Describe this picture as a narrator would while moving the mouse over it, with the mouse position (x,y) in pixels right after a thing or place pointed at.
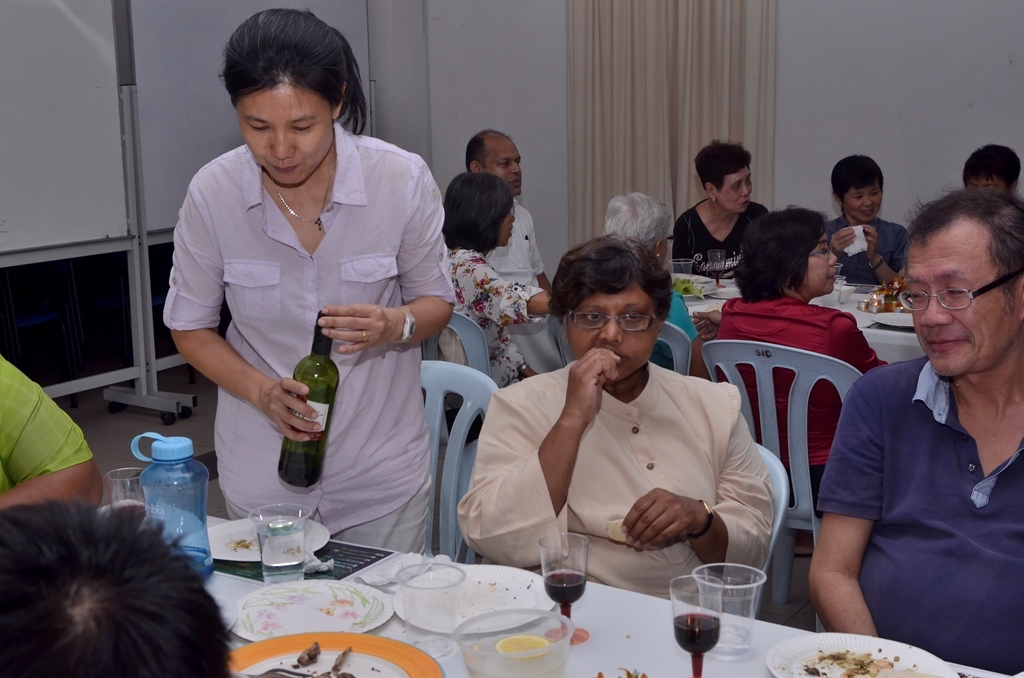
Other people (568,331) are sitting on a chair (550,365). This woman (347,253) is standing and holds a bottle (332,359). In-front of this person's (987,330) there is a table (304,675). On a table (615,615) there is a plate (523,610), glass (708,628), cup (439,604), bowl (526,633) and bottle (155,511). Far there is a curtain (628,100) in cream color.
